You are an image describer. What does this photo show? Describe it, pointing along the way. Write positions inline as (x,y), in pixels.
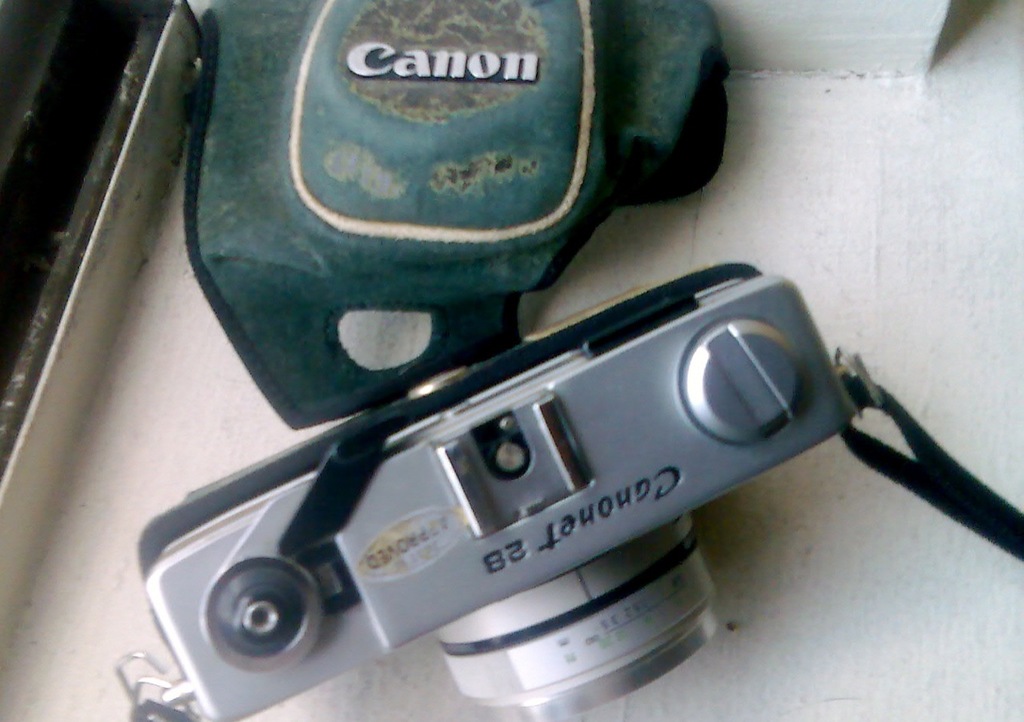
In this image we can see a camera (517,600) and a pouch (455,188). In the background of the image (839,285) there is a white background (862,266). On the left side (24,292) top of the image (112,231) there is an object (81,161).
